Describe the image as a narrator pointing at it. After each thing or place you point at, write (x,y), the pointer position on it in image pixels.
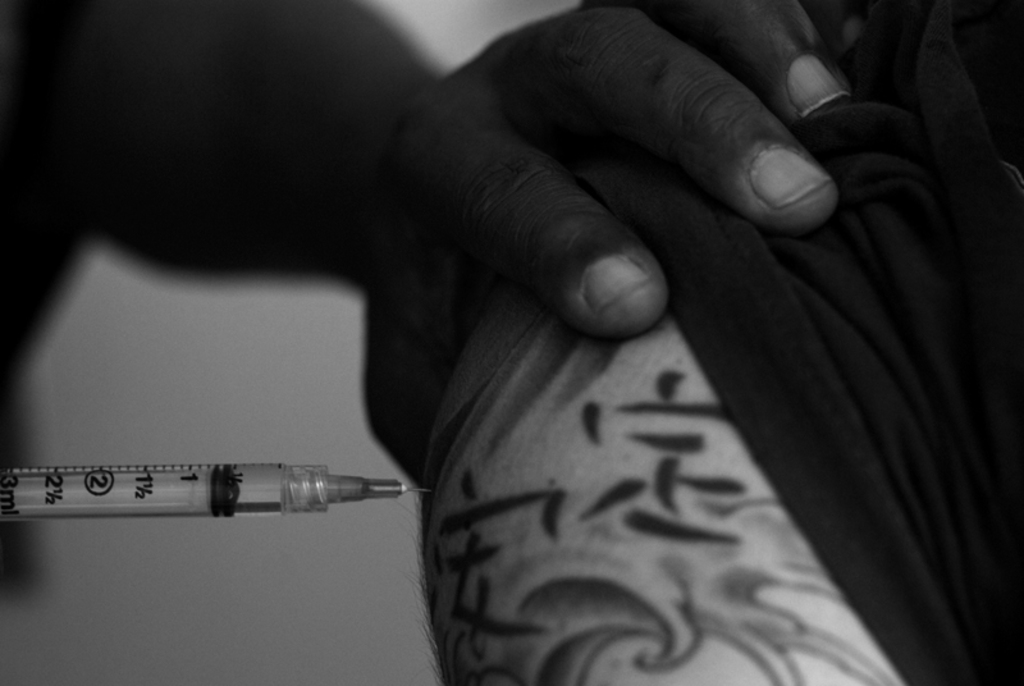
In the foreground of this picture (572,230) we can see a person (618,221) seems to be holding an injection (250,485) and injecting the liquid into the arm (541,422) of another persons (620,453) and we can see some other objects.
